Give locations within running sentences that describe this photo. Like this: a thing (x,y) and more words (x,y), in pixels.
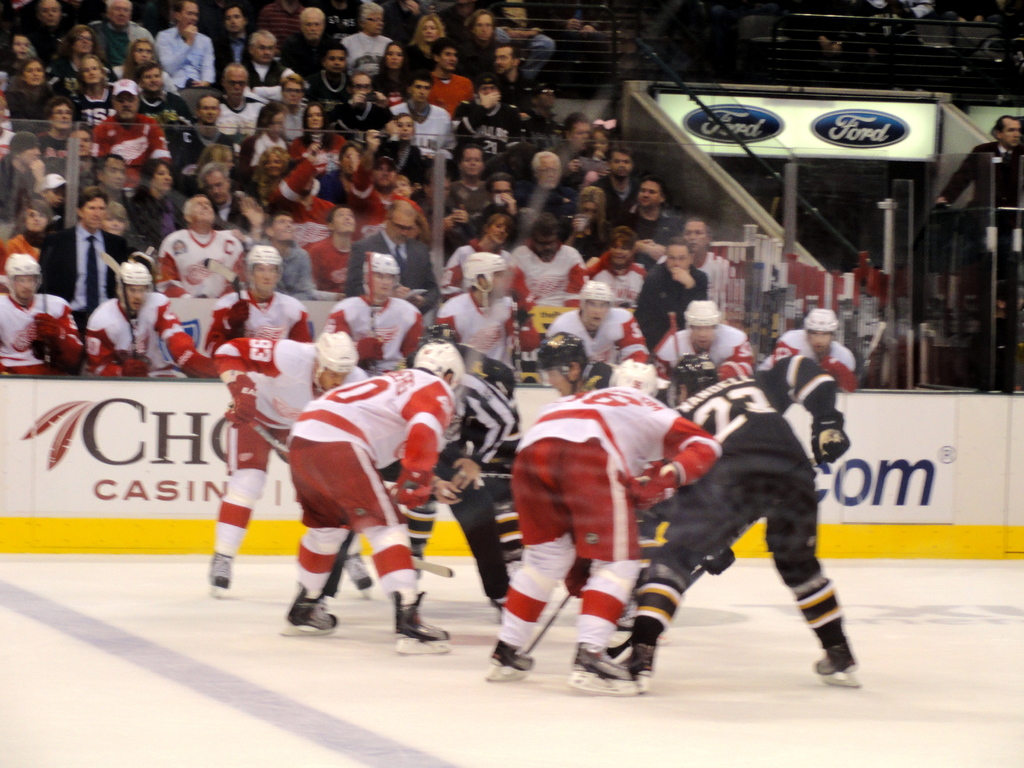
It is a stadium (152,391) there are group of players (437,440) gathered in the ground (988,686) and behind the ground (611,743) there are many spectators (628,166) watching the game.
